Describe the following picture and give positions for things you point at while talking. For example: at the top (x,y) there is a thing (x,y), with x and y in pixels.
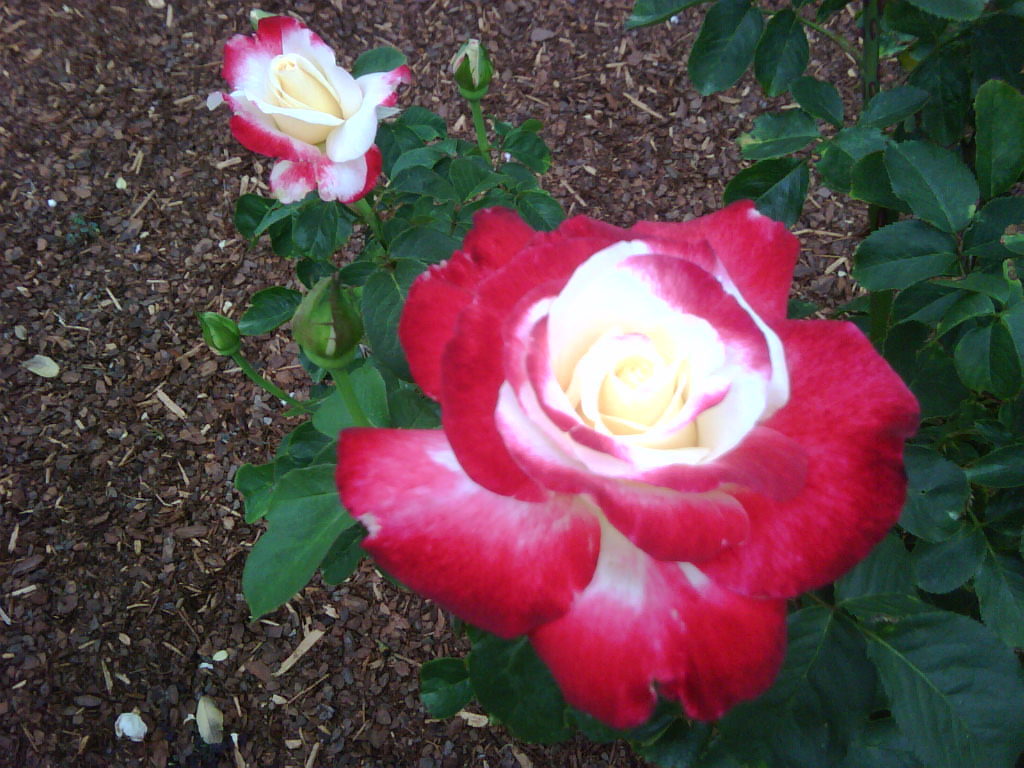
In this image there is a plant (461,401) with two flowers (259,88), and in the background (102,130) there is soil (29,319).
